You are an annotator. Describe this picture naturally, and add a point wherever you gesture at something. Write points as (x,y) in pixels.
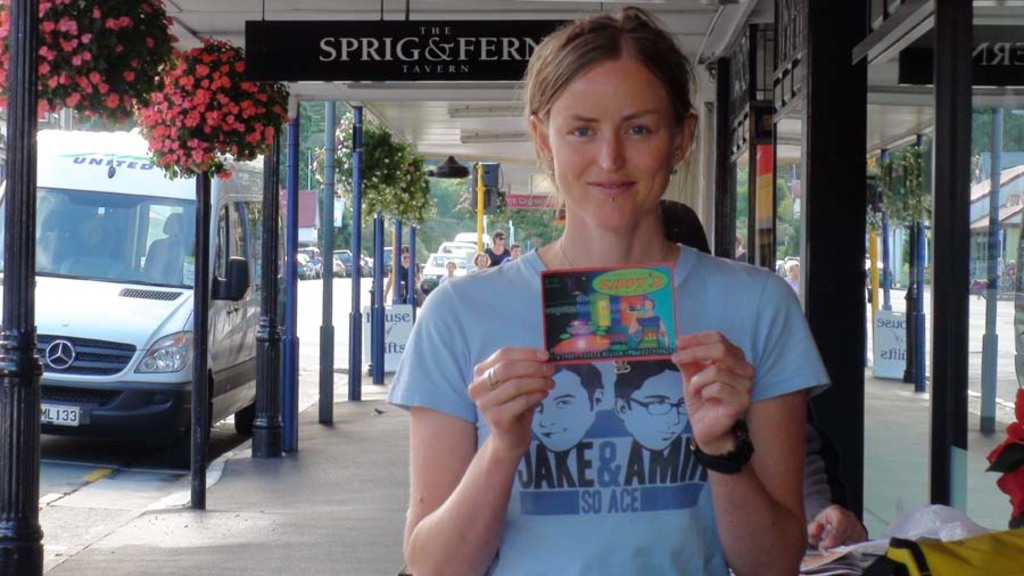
Here in this picture we can see a woman (562,253) in the front (483,336) standing and she is holding something in her hand (533,389) and behind her we can see van (159,199), trucks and cars (302,258) present all over there on the road (316,280) and we can see other people (444,273) also standing here and there and we can see flower plants (192,100) hanging on the roof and we can see poles (356,159) all over there and in the far we can see trees (468,210) all over there.
